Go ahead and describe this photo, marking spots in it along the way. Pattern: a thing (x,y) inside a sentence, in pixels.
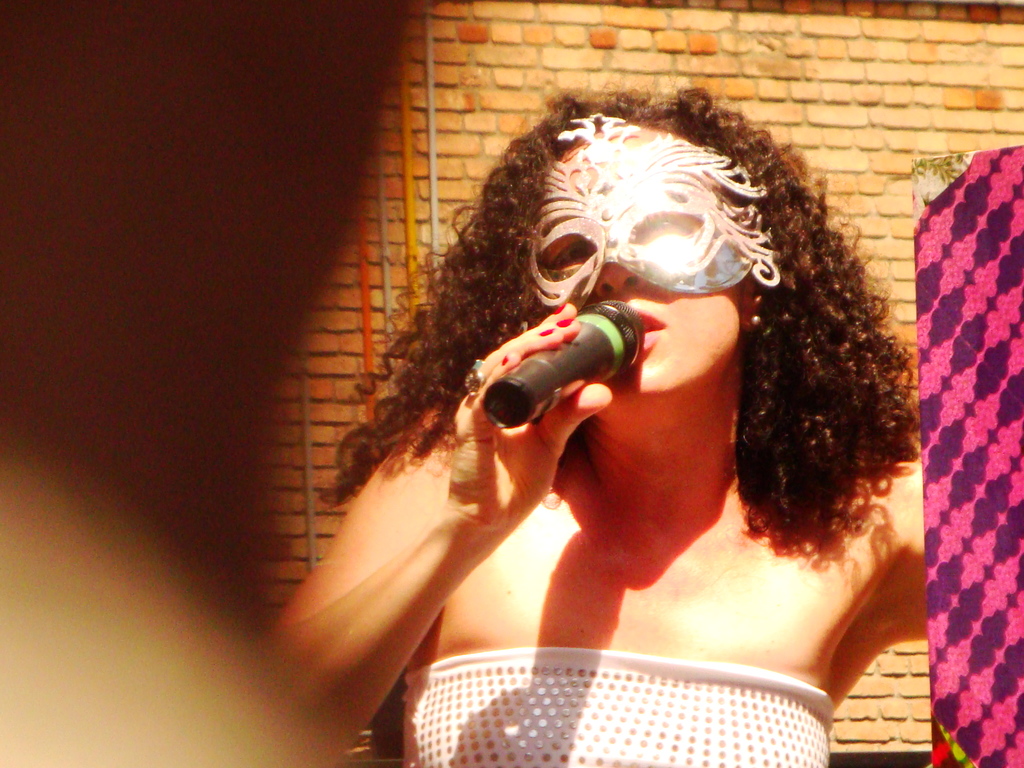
There is a woman (752,502) wearing a mask (651,232) and she is wearing a white dress (668,730). She is a holding mike (602,372) and singing a song. She has a curly hair (825,319). At background (840,151) I can see a brick textured wall (854,111). At the right corner of the image (923,407) I can see pink and blue colored object (952,549).
